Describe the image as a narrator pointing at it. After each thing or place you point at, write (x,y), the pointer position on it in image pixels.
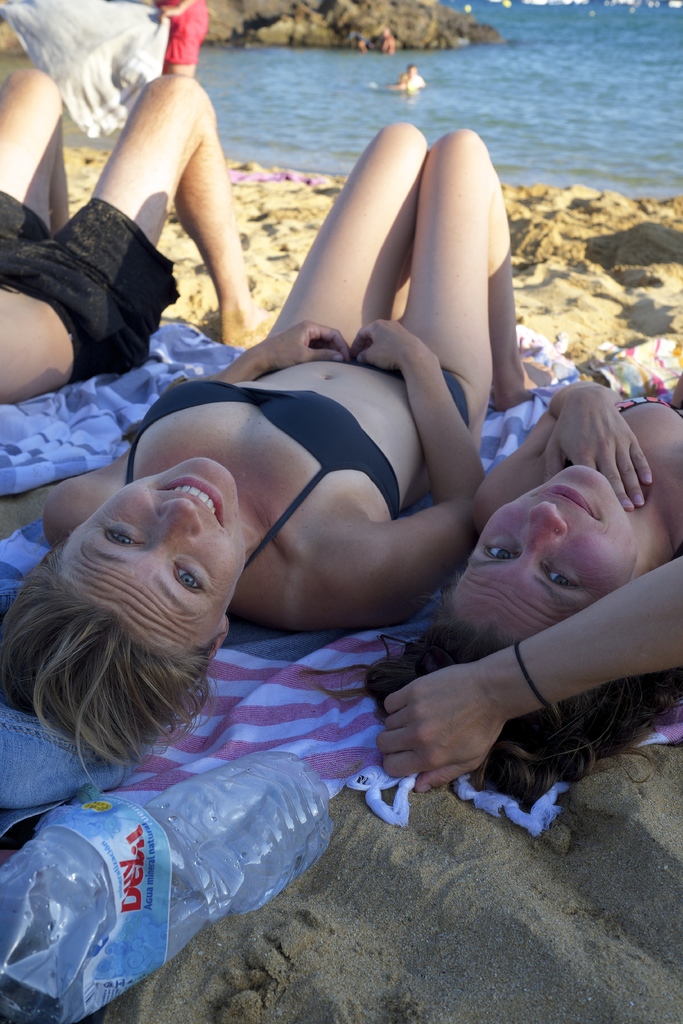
In this image I can see people (240,483) among them some are lying on clothes (346,666). In the background (407,88) I can see people (411,80) in the water (432,86). Here I can see a bottle (176,851).
